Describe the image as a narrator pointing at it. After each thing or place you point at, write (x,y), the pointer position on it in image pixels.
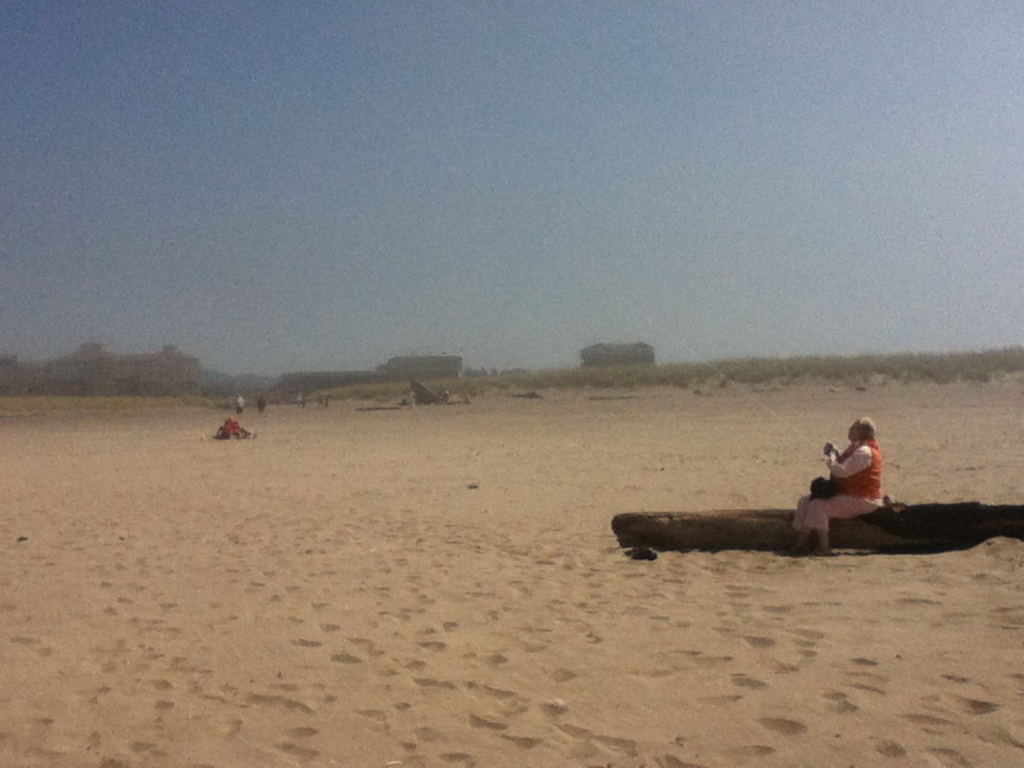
Here we can see a person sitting on a wooden platform (954,539). This is sand (275,536). In the background (343,334) we can see sky (782,278).
